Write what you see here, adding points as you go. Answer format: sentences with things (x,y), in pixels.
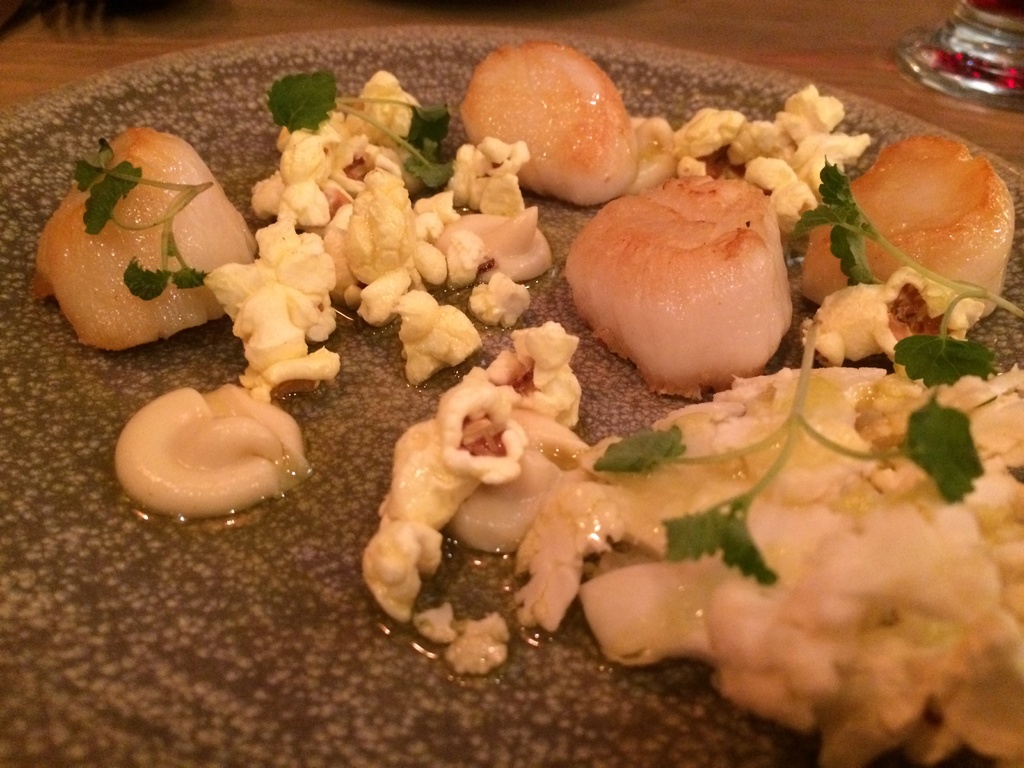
There are meat pieces (560,172), leaves (94,207), popcorn (457,260) and oil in a plate (25,492). In the background (988,23), there is an object (1001,26).
